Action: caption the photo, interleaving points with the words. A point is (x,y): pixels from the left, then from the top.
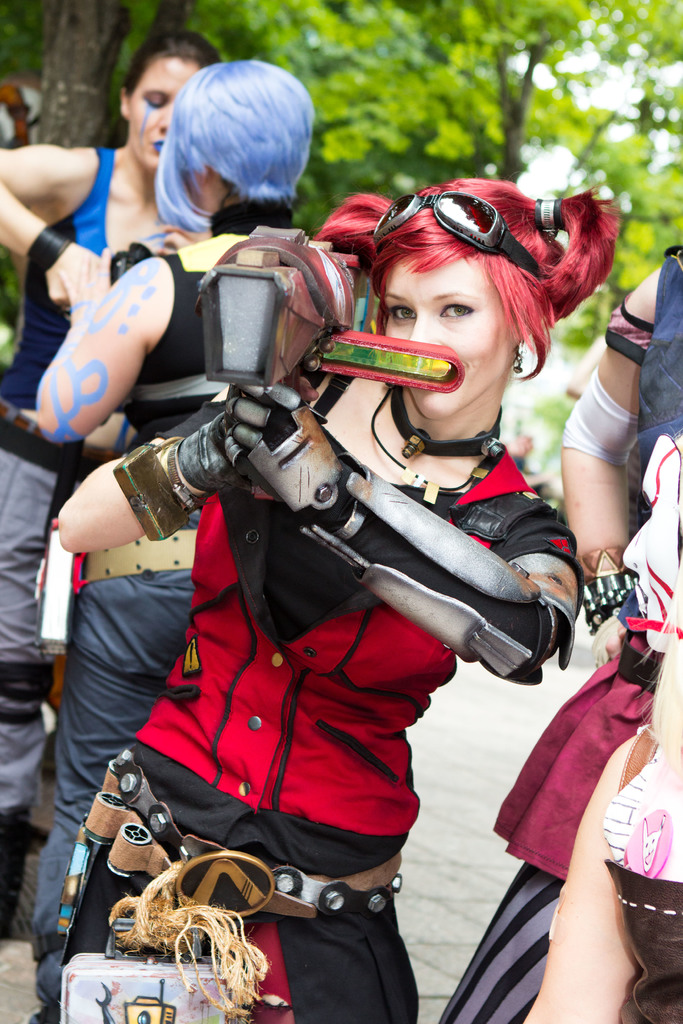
Here in this picture we can see a group of women (272,397) in different kind of cosplays (412,474) present over a place (453,711) and we can also see plants (379,69) and trees (346,79) present behind them.
